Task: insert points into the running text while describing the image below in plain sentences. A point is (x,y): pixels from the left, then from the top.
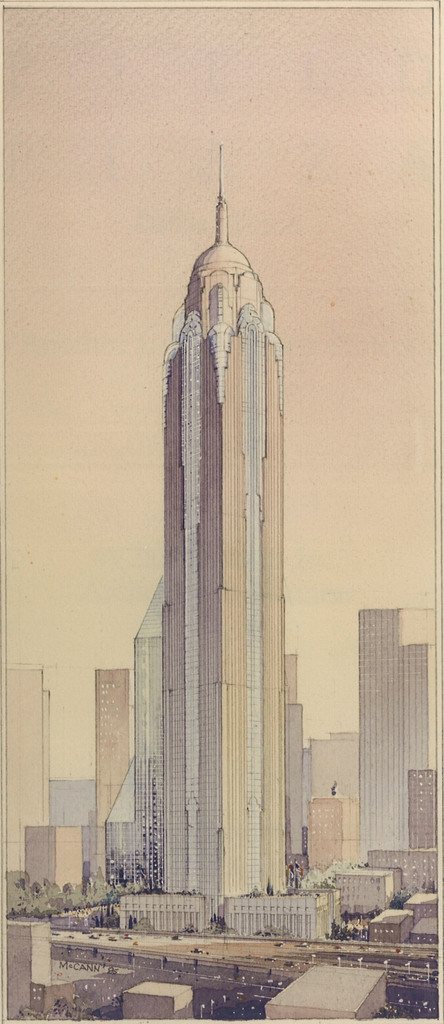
In the foreground (203,955) I can see vehicles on the road (205,949), light poles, trees (65,886), buildings (360,772) and towers (151,778). In the background (124,528) I can see the sky (308,307). This image is taken during a day.
